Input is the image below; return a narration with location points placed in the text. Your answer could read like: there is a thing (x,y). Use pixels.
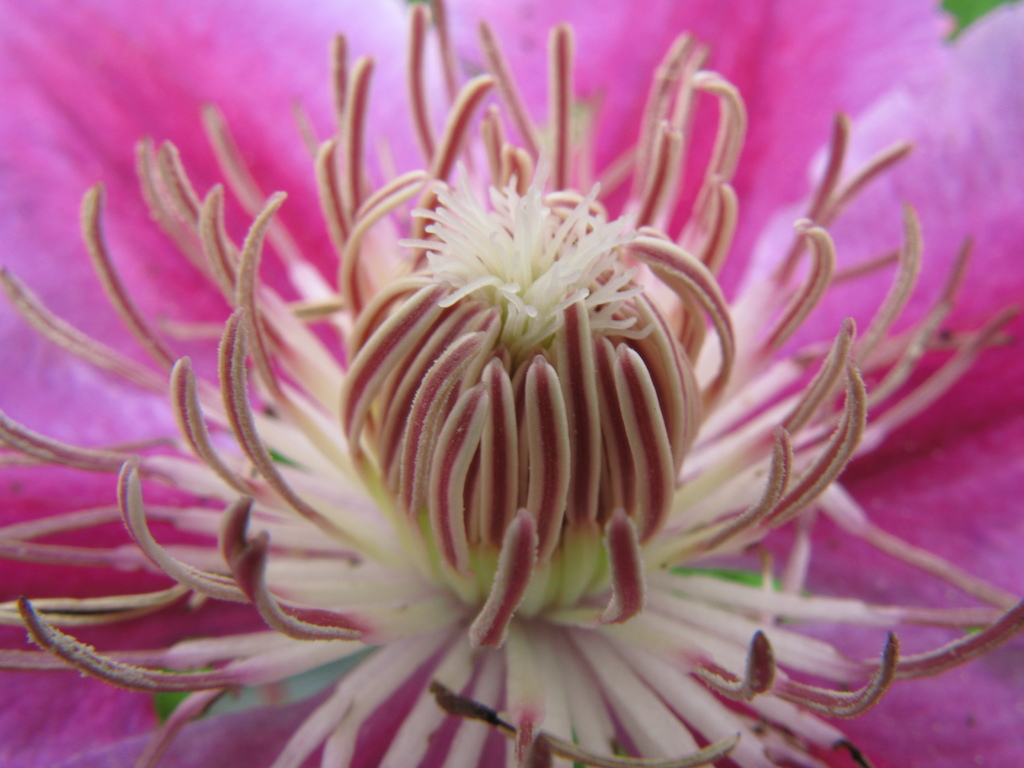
This is a picture of a pink color flower (523,427) with anthers (1000,602).
